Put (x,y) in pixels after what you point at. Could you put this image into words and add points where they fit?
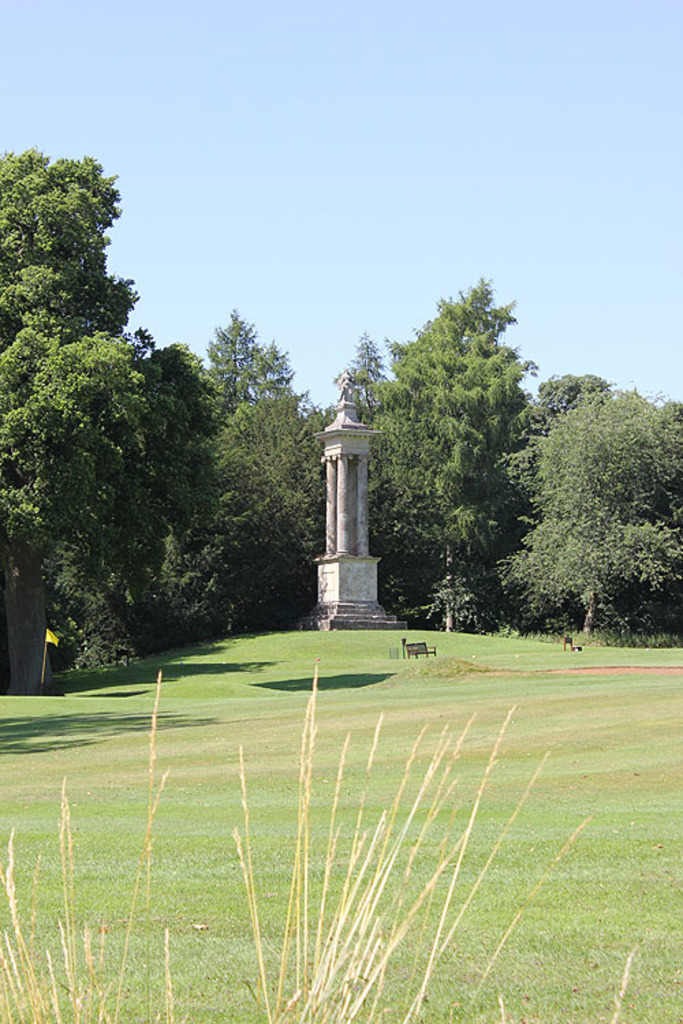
In this image I see the grass (366,754) and I see a monument (335,481) over here and I see number of trees (32,559). In the background (446,258) I see the sky (365,139).
